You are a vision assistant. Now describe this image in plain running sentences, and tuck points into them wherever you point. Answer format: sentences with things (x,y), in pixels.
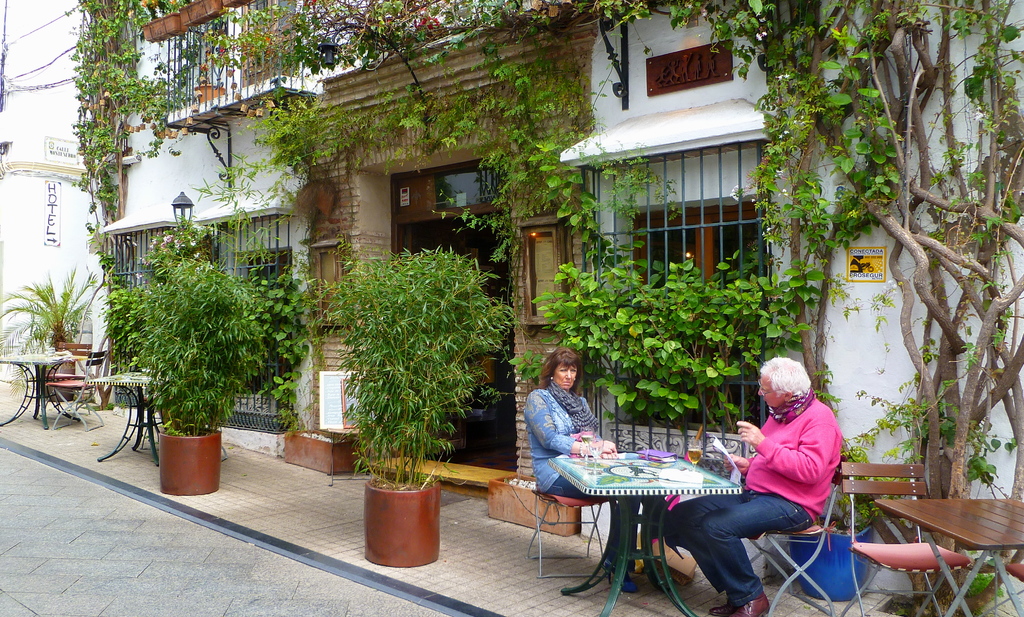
This picture shows a house (102,314) and we see plants (336,313) and two people (546,469) seated on the chair (542,521) and we see a table (678,492).
